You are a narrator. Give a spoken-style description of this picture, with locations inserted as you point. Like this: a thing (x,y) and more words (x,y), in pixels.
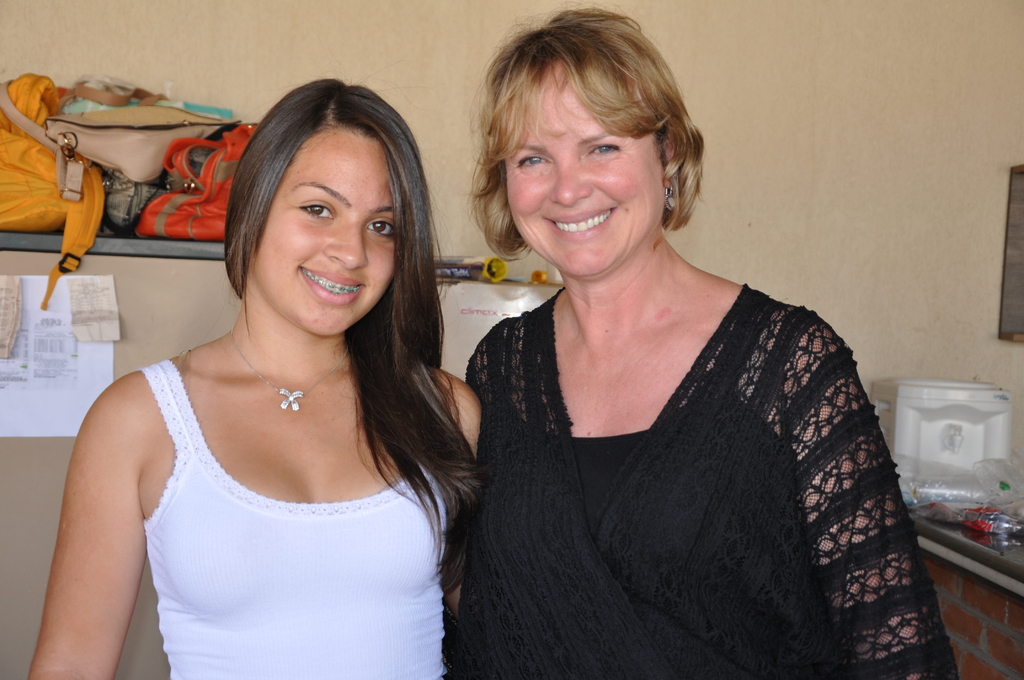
This image is clicked in a house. In the front (208,509), there are two women (261,411). To the right (743,464), the woman (734,444) is wearing black dress (757,483). To the left (310,467), the women (184,525) wearing white dress (220,532). In the background (205,42), there is a wall (238,27) in cream color and some bags (120,183) are kept on the desk (130,247). And a paper (39,376) is stuck on the wall (355,34).
